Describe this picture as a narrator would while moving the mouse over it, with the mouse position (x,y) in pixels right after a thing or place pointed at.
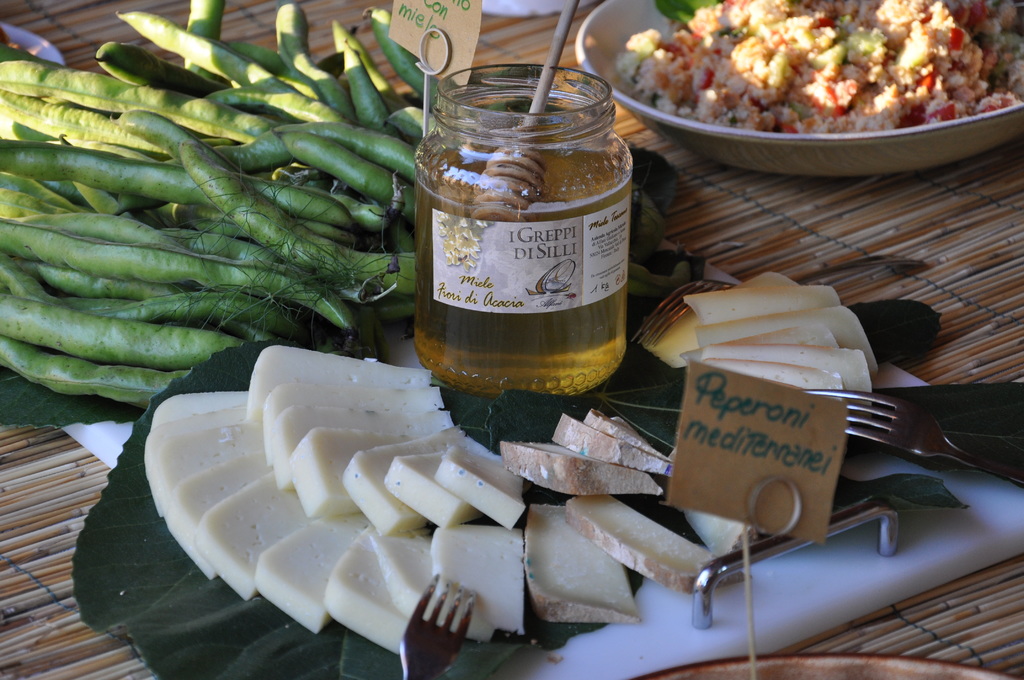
In this image I see beans (244,225) over here and I see a jar (452,94) in which there is some liquid (569,155) and I see a sticker (522,257) on this jar (495,240) and there are few words (526,253) written and I see 2 food items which are of white in color and this food item (805,60) is of cream and red in color and I see 3 forks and I see 2 brown color papers (711,375) on which there are words (702,392) written.
